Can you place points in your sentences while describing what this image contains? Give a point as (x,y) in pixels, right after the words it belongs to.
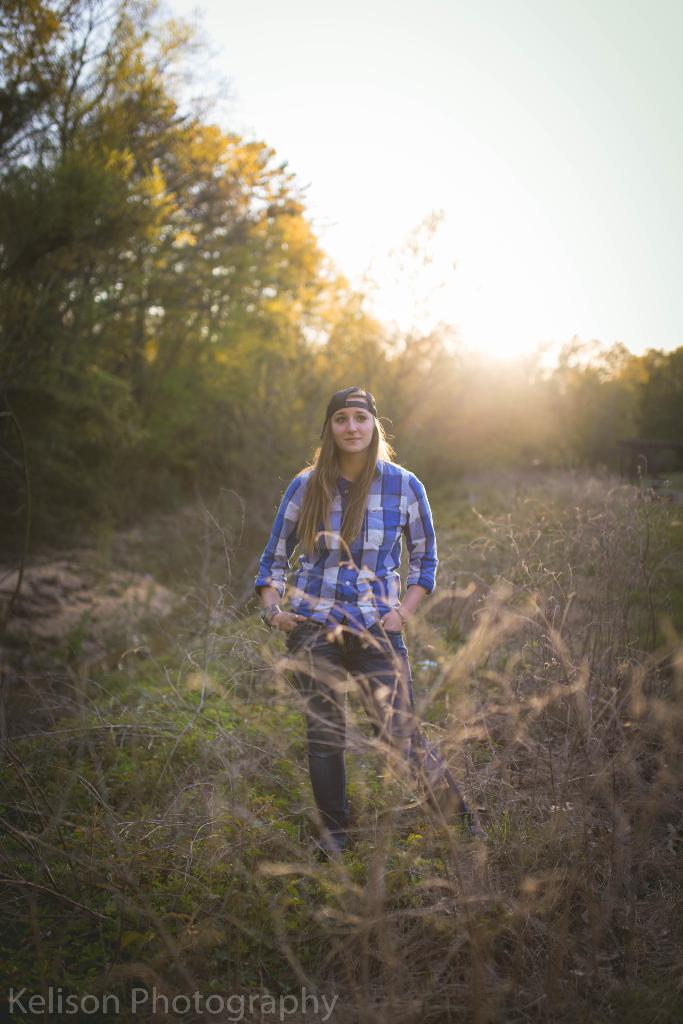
In this picture we can see a woman (384,619) on the ground (440,544) and in the background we can see trees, sky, in the bottom left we can see some text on it.
